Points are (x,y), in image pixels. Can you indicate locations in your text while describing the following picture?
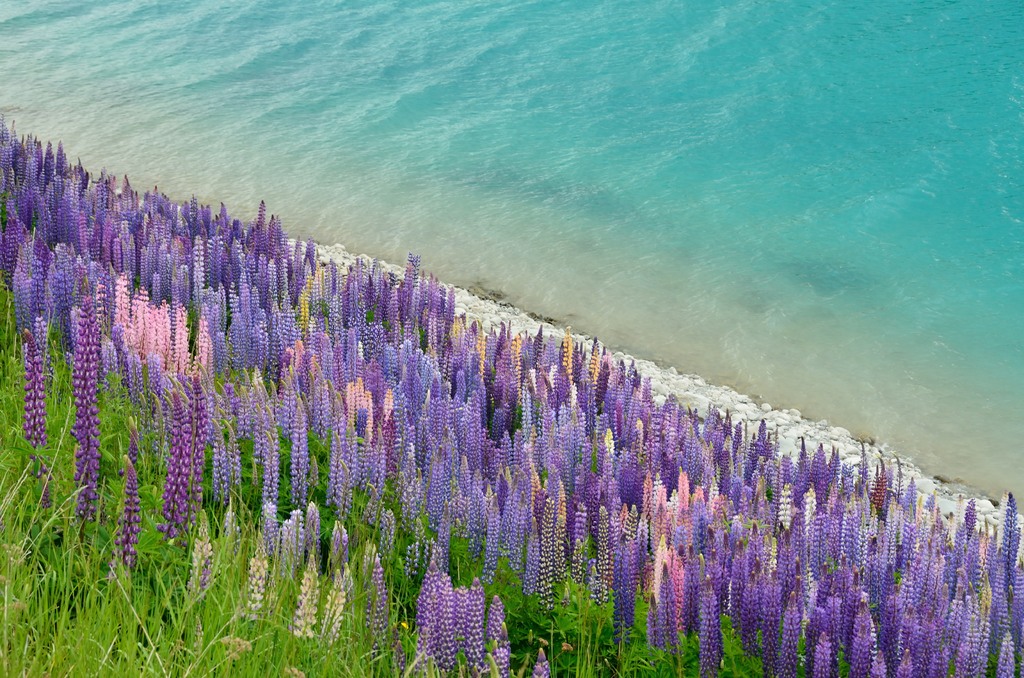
There are plants (200,625) having flowers (962,556) which are in different colors. In the background (995,510), there are stones (319,257) on the ground (986,494) and there is water (485,89).
